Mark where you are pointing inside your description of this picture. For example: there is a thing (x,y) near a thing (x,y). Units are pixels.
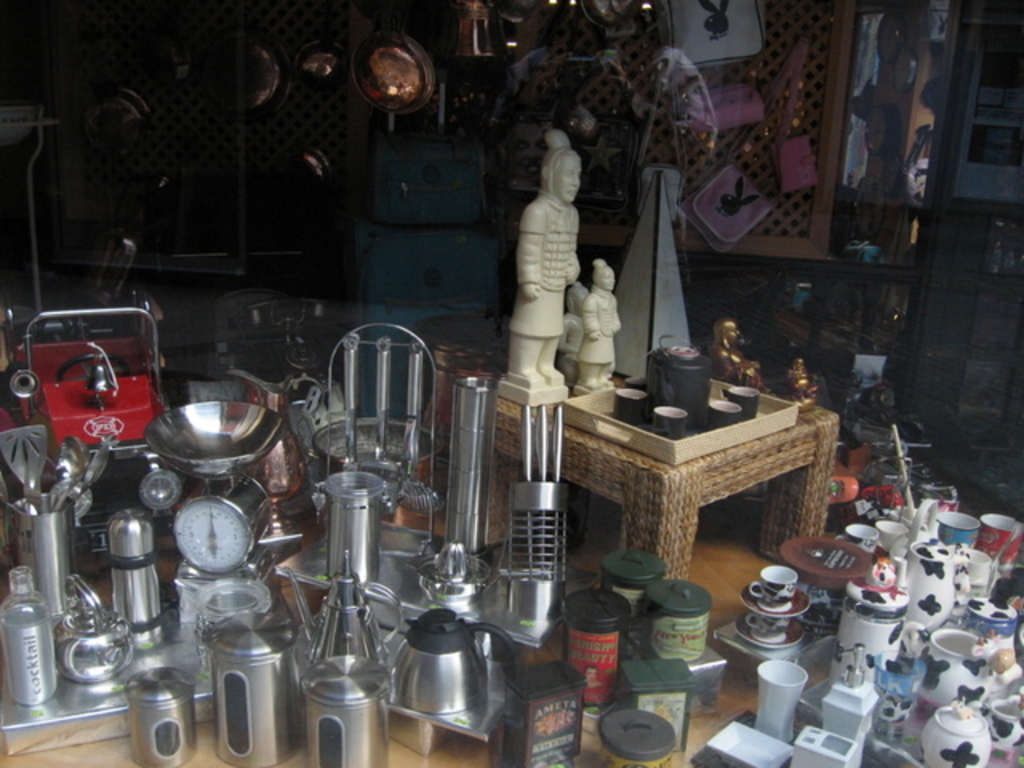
At the bottom of the image (16,595) I can see bowls (998,608), jars (367,658), boxes (671,626), glasses (785,705), cups (791,685), saucers (799,633) and many objects (262,688) are placed on the floor (39,763). On the right side (713,452), I can see a small table (676,487) on which a tray (645,436), two statues (553,292) and few glasses (625,395) are placed. In the background (430,85) few bags (757,48) and few bowls (372,76) are hanging to a net (279,24) and also I can see a bag (444,215).
